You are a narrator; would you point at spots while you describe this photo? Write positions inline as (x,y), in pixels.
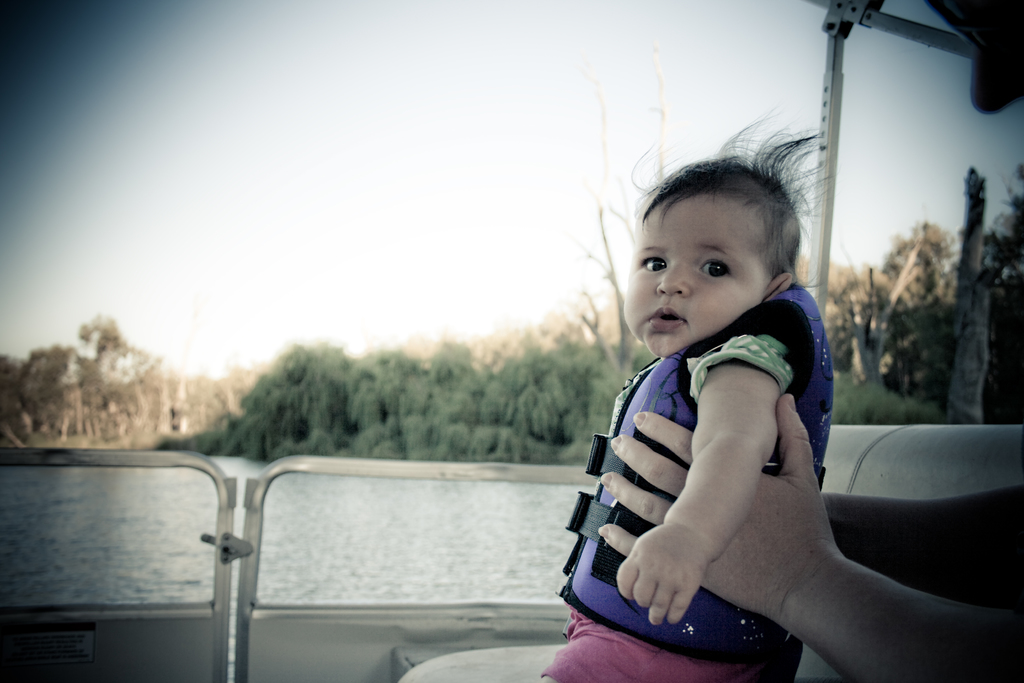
This image is taken outdoors. At the top of the image (327,162) there is a sky (412,175). In the background (181,408) there are many trees (479,366) and plants (548,391). In the middle of the image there is a pond (303,502) with water (303,502). At the bottom of the image (448,633) there is a boat (488,622). On the right side of the image (788,596) there is a person (895,541) and a person (635,499) is holding a baby (704,400).
